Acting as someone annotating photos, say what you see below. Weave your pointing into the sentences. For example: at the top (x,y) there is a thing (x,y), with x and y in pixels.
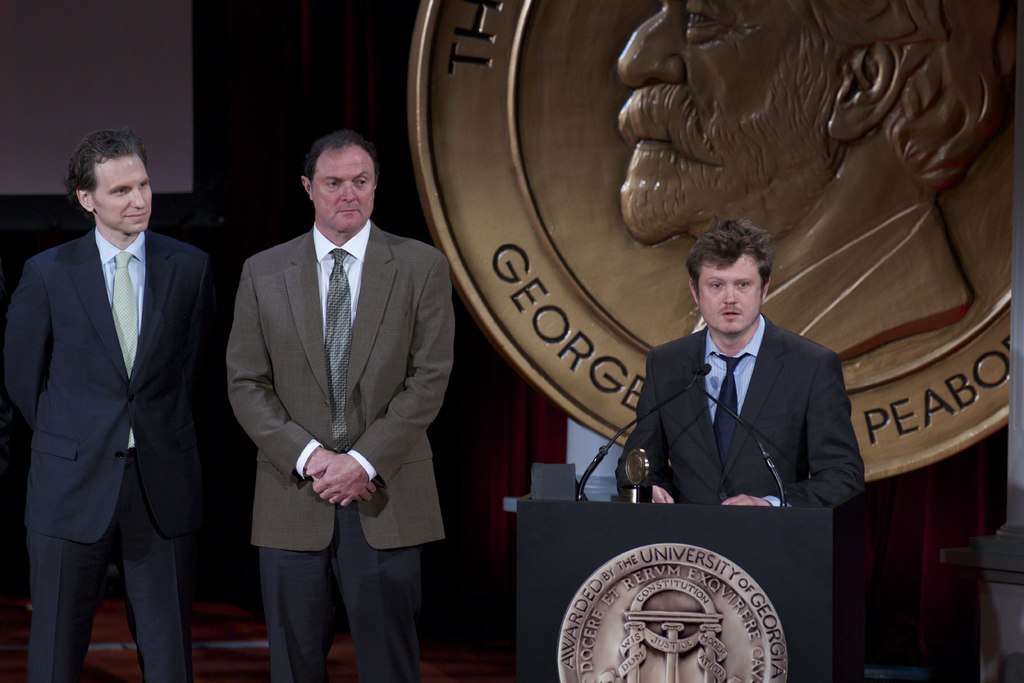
In the background (942,194) we can see a large coin (497,204) and there is a person (699,76). We can see a man (756,348) standing near to a podium (619,527). On the podium (639,527) we can see a mike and an object (549,491). Behind to him we can see men (376,262) standing.
